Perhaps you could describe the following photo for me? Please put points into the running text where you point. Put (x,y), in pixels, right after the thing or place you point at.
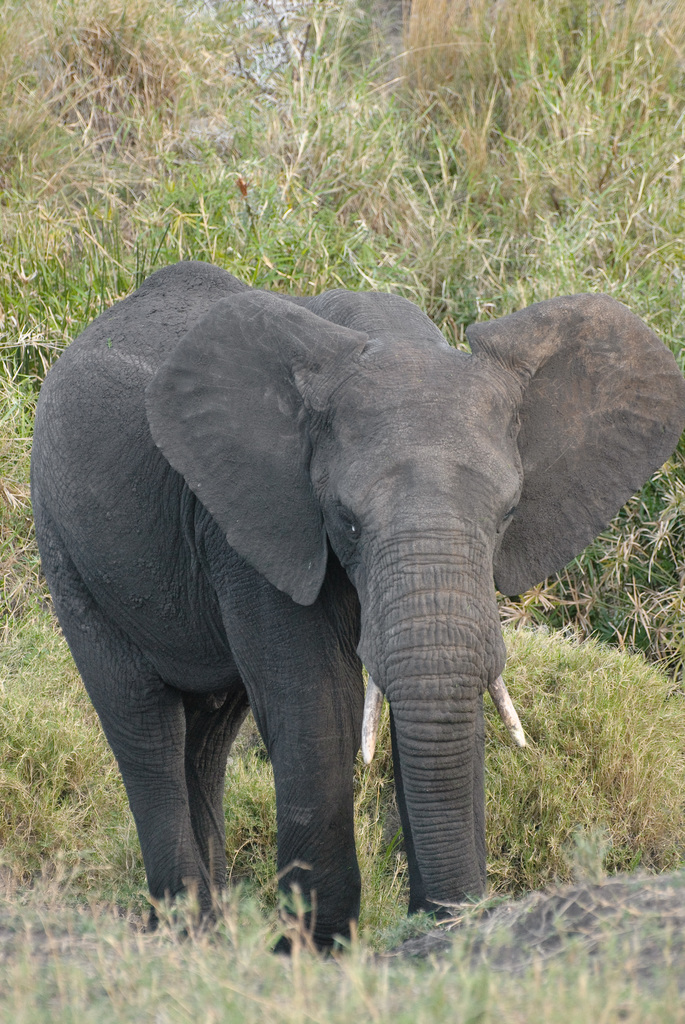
In the middle of the image (298,463) we can see an elephant (274,517), in the background (309,197) we can see grass (379,82).
